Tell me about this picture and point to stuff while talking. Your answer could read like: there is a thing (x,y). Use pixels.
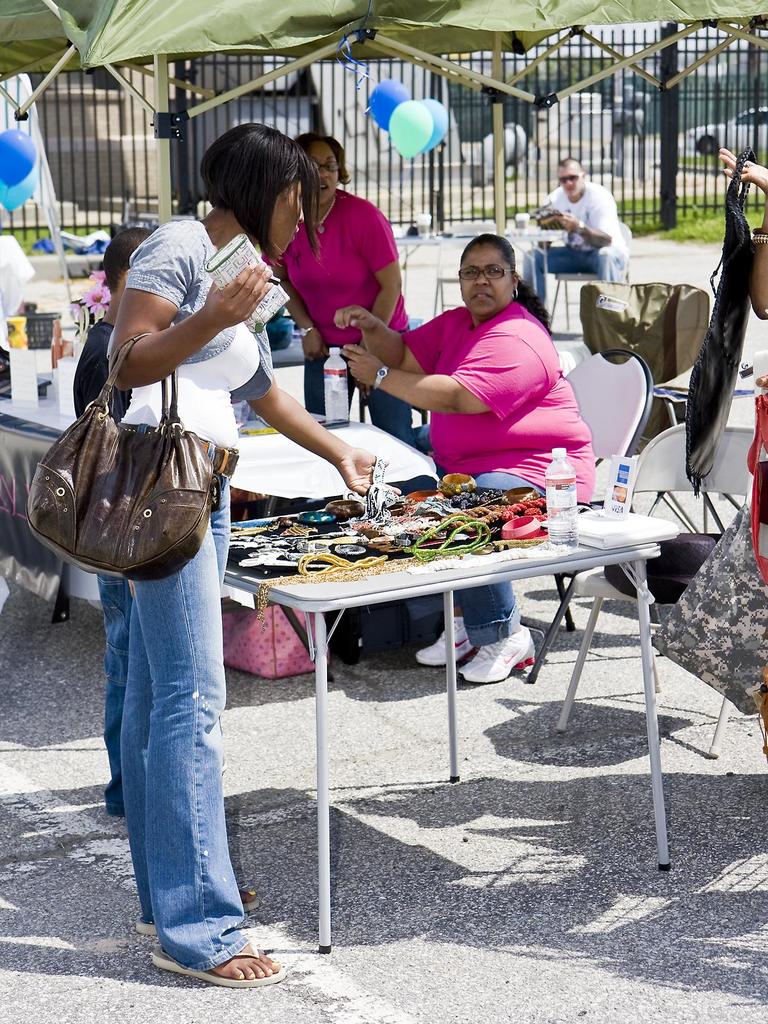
In this image I can see number of people (443,334) where few of them are sitting and few are standing. I can also see balloons (399,142) and a tent (284,69).
